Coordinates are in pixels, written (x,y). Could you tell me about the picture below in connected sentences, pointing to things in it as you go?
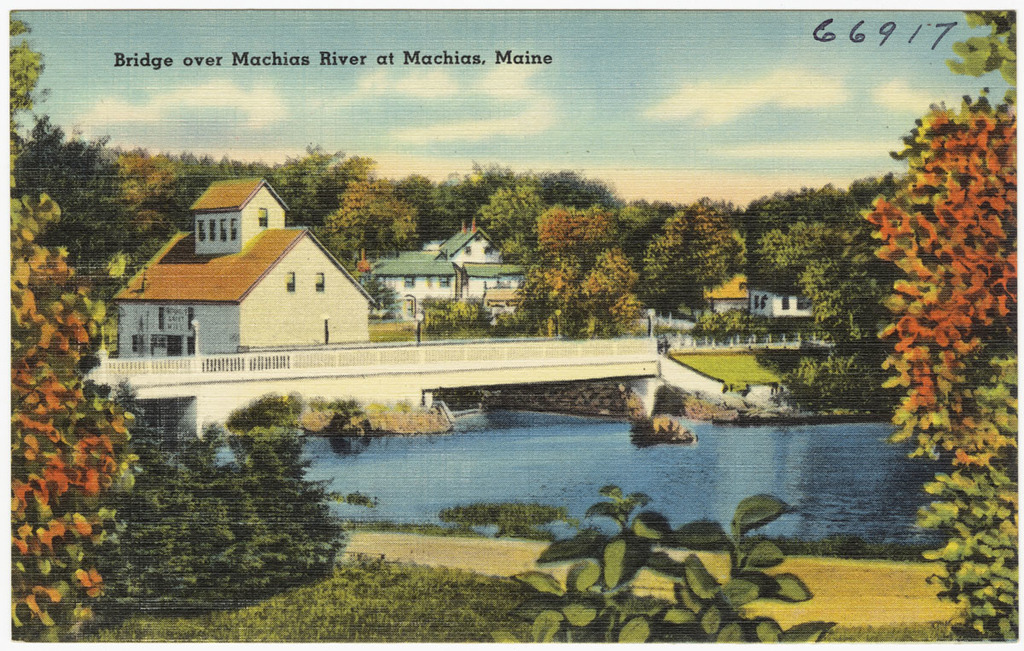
In this image we can see a poster (625,50). In this poster (280,207) there are houses (301,312), bridge (187,389), railing (753,339), water (490,453), grass (379,604), plants (466,518), trees (530,243), cloud sky (705,161) and light poles (327,339). Something is written on the poster (743,31).
